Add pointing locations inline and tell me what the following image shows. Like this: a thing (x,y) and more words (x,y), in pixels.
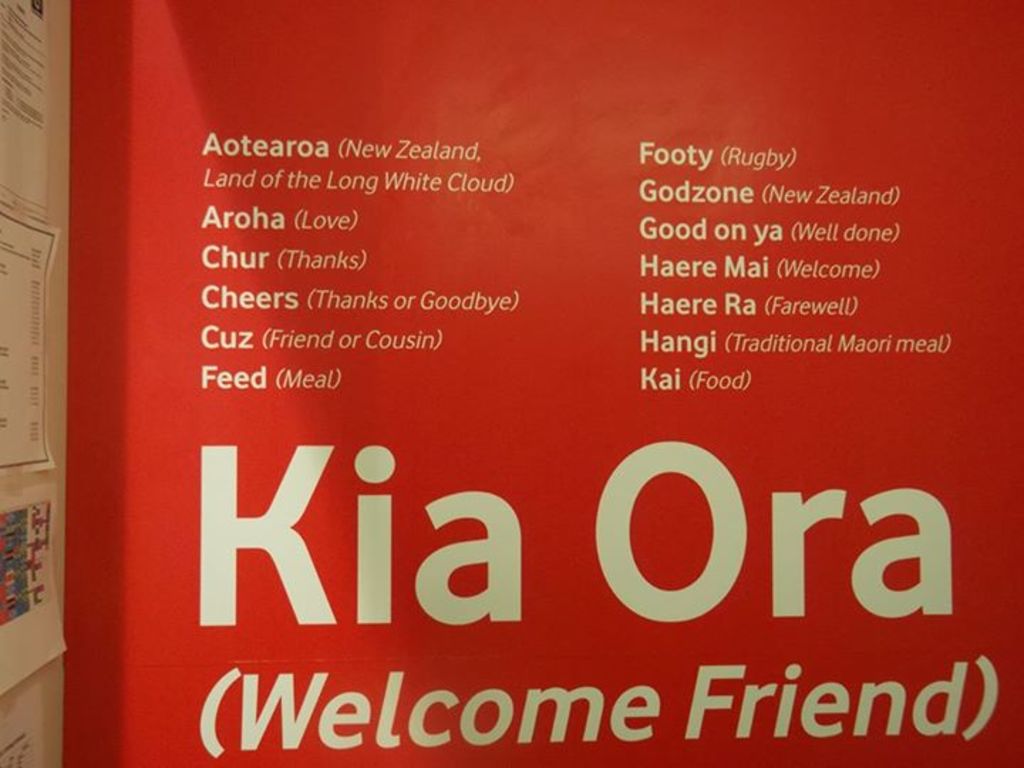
In this image we can see a hoarding (742,511) and there is something written on it. On the left side of the image (2,509) we can see posters (35,372).
